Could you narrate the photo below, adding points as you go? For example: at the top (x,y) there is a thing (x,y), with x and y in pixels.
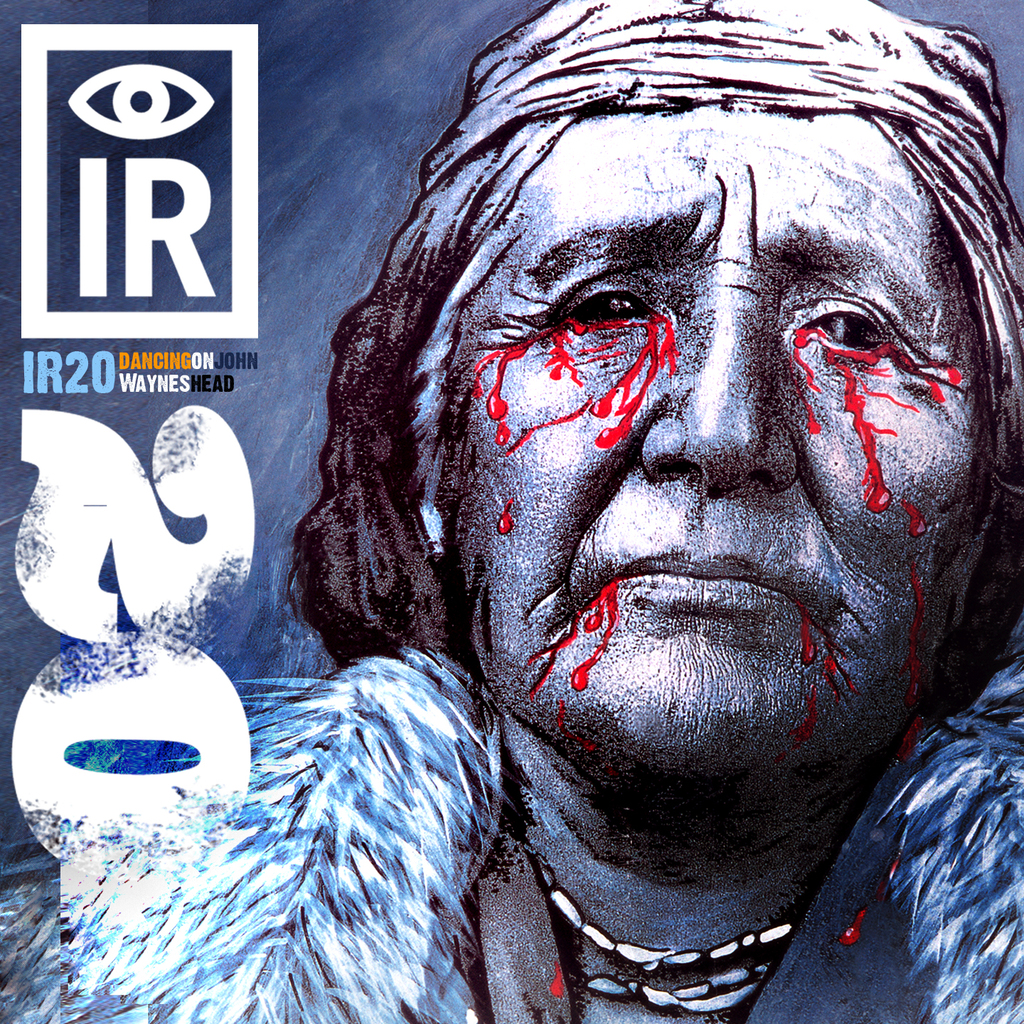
This image consists of a poster (547,696) in which we can see a woman (780,720). On the left (58,796), there is a text (133,642). And it looks like the image is edited.
